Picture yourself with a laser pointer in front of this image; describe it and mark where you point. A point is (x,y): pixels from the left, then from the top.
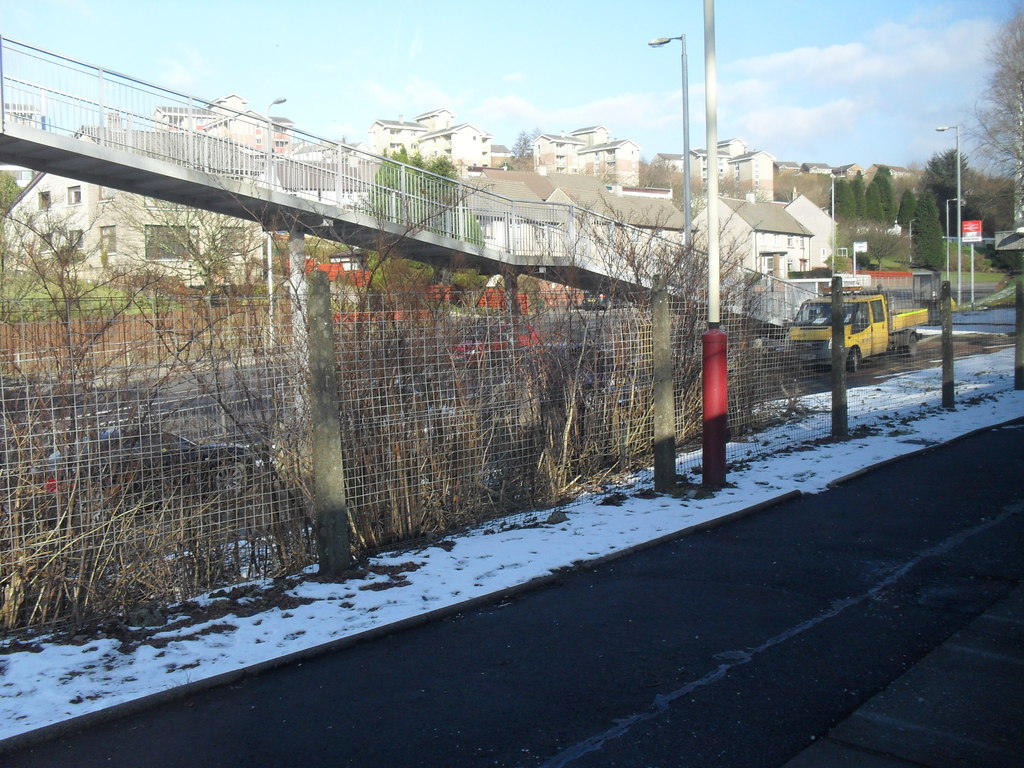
In the picture we can see a road (763,665) beside it, we can see a path (404,613) with snow (626,502) and some poles (718,393) and a railing (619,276) and behind the railing (366,293) we can see a vehicle (809,343) on the path (816,373) which is yellow in color and behind it we can see houses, buildings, and sky (850,66) with clouds (842,76).
